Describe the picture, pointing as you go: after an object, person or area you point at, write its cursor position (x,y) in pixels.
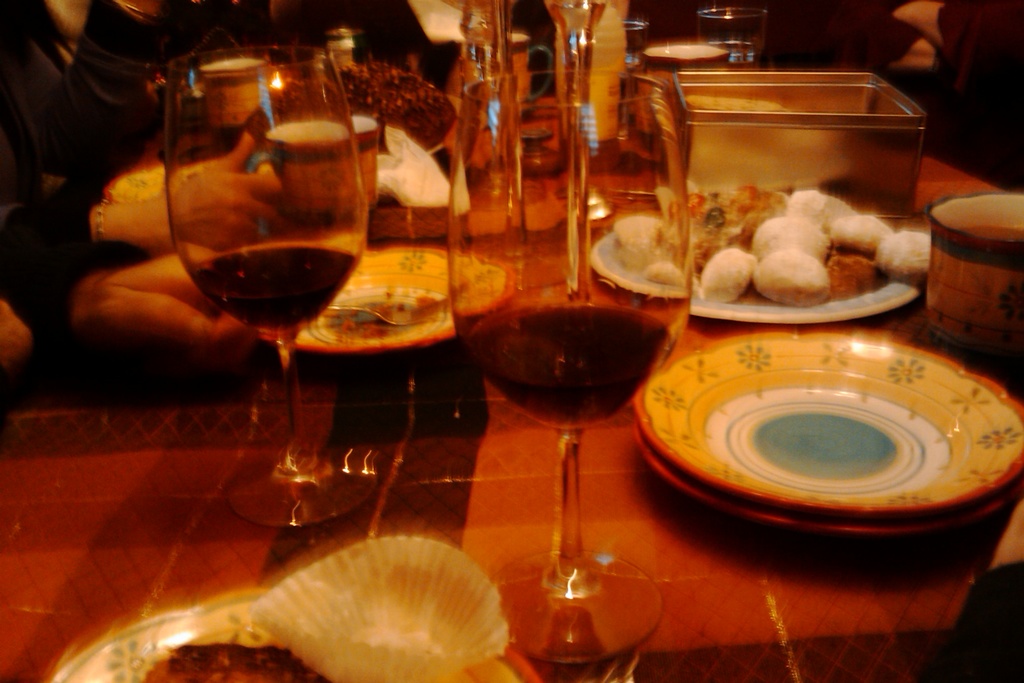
In this image it seems like on the table (913,624) there are glasses (519,221), plates (846,471), bowls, cake (200,677) and food (782,215). Beside the table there are few people (99,69).
